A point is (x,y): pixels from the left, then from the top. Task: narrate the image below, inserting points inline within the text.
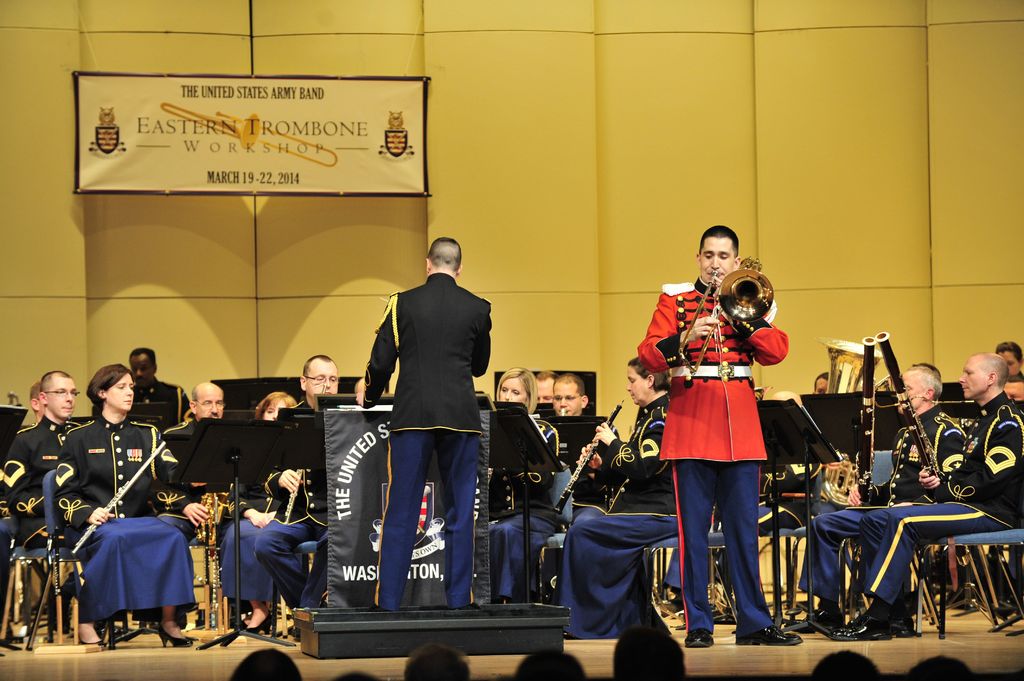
In this image on the right (685,410) there is a man (685,410), he wears a shirt (721,388), trouser (743,569), shoes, he is playing trombone (749,288). In the middle (383,348) there is a man (422,387), he wears a shirt (409,369), trouser (405,451), in front of him there is a podium (416,647) and cloth (362,507). On the right (983,467) there is a man (982,455), he wears a shirt (975,487), trouser (875,542), shoes (842,625), he is sitting. On the left (129,507) there is a woman (109,458), she wears a shirt (107,495), skirt (135,591), shoes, she is sitting, she is holding a flute (125,492). In the middle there are some people (308,501), chairs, boards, musical instruments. At the bottom (560,650) there are some people (616,680). In the background (375,168) there is a poster (379,118) and a wall (439,152).
